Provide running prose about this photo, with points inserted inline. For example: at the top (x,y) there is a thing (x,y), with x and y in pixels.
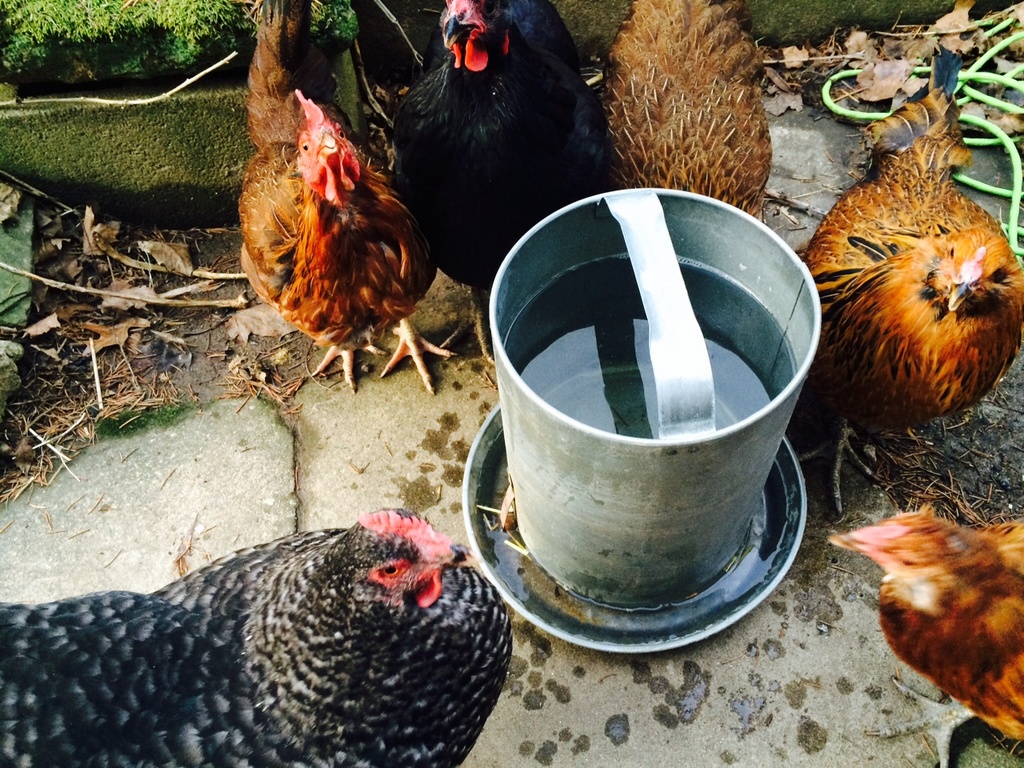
This picture seems to be clicked outside. In the center (642,497) there is an object (633,439) containing water (712,334) is placed on the ground (820,653) and we can see the group of hens (432,141) standing on the ground (842,632) and we can see the dry leaves (57,273) and the green grass (239,14) and some other objects (973,75).
